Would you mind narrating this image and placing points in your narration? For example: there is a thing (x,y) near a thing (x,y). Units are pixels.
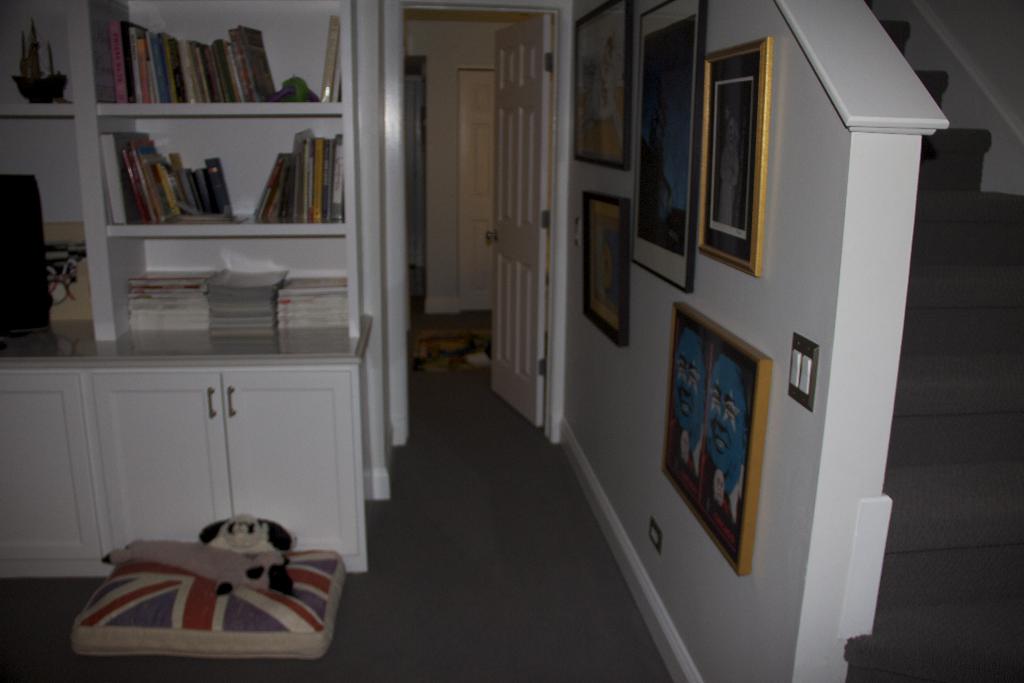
There is a doll (248,527) on an object (159,615) which is on the floor (397,648). On the right side (720,434), there are photo frames (720,434) attached to the white wall (788,275) near steps (957,315). In the background (314,322), there are books (236,100) and other objects (19,236) arranged on the shelves (275,355) in cupboards (338,366) and there is a door (514,255).
